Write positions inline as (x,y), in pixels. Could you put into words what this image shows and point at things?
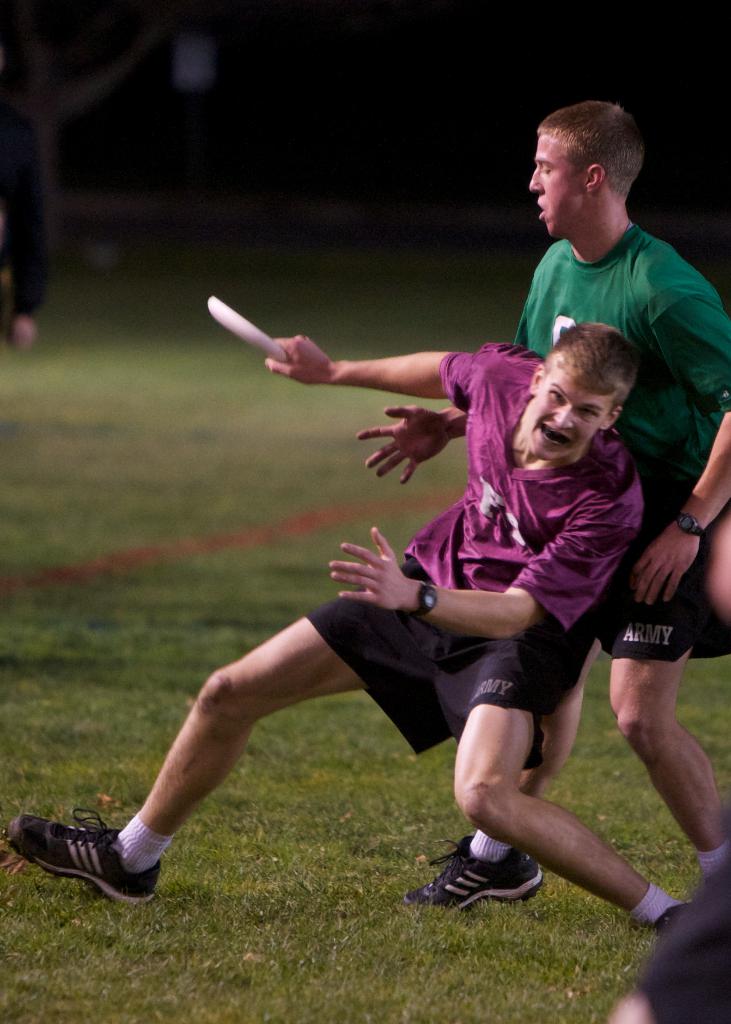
In this picture we can see two men (618,562), a man (477,548) in the middle (392,551) is holding something, at the bottom (256,870) there is grass (310,875), we can see a dark background (430,125).
